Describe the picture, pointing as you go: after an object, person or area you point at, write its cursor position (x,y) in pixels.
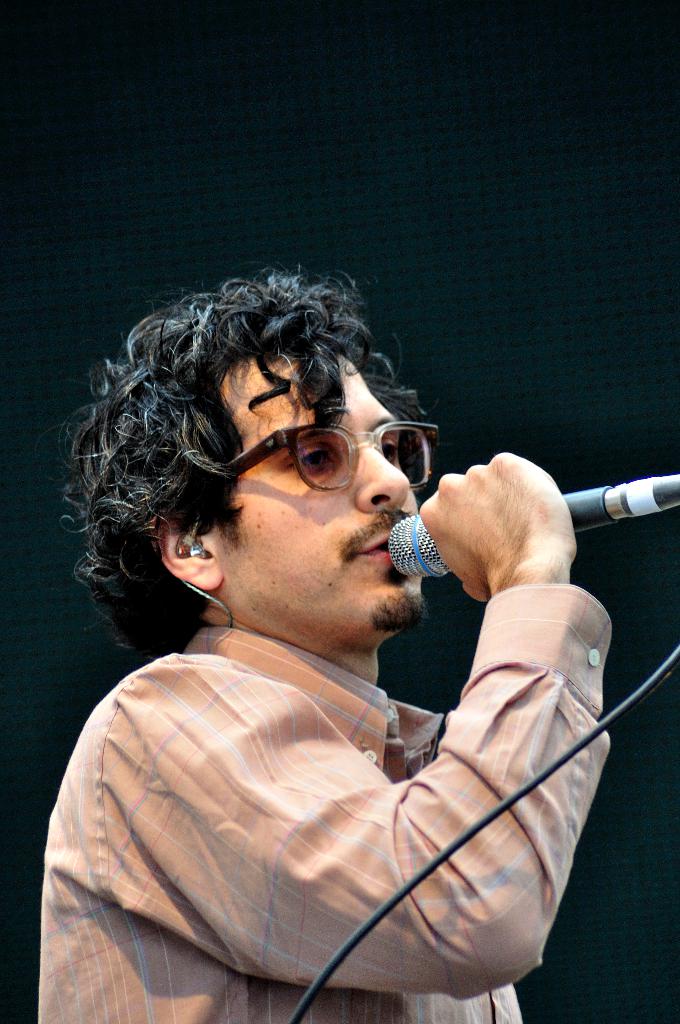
This image consists of a man (326,834) wearing a cream color shirt (191,832). He is holding a mic (676,501). The background (503,192) is black in color. It looks like he is singing.
